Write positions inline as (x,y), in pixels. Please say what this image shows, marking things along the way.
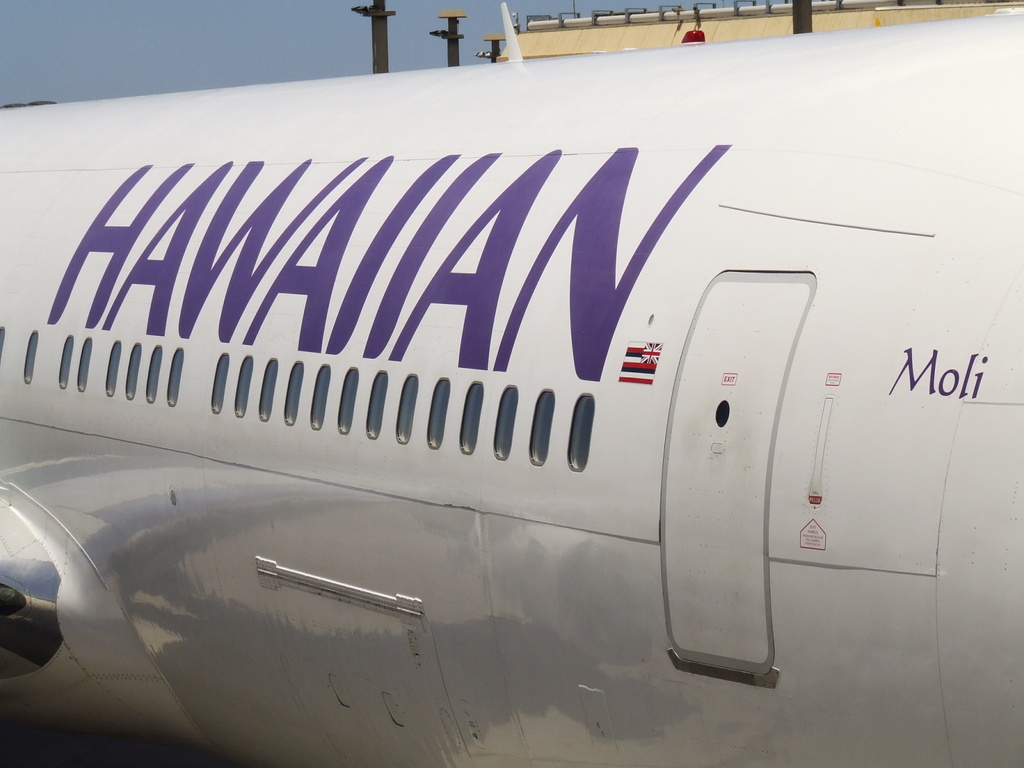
In the foreground of this image (277,450), there is a truncated airplane (323,441). In the background (384,49), it seems, like there are poles (453,49), a building (580,29) and the sky (78,38).
